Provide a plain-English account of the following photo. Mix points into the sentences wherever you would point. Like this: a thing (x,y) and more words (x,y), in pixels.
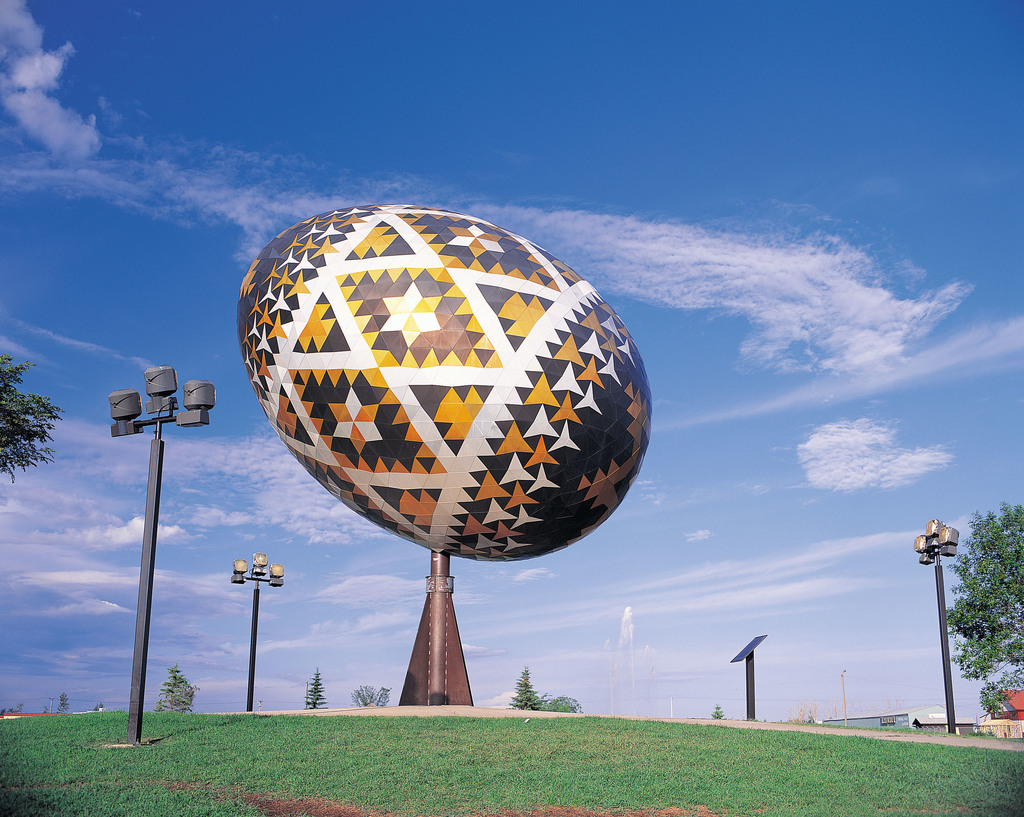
In the center of the image (416,318) we can see sculpture (443,553). At the bottom of the image (98,719) we can see grass (249,754). On the left side of the image (259,588) we can see poles (150,574) and tree (18,427). On the right side of the image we can see pole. In the background (754,667) we can see solar panel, buildings (918,712), sky (788,120) and clouds (770,316).
